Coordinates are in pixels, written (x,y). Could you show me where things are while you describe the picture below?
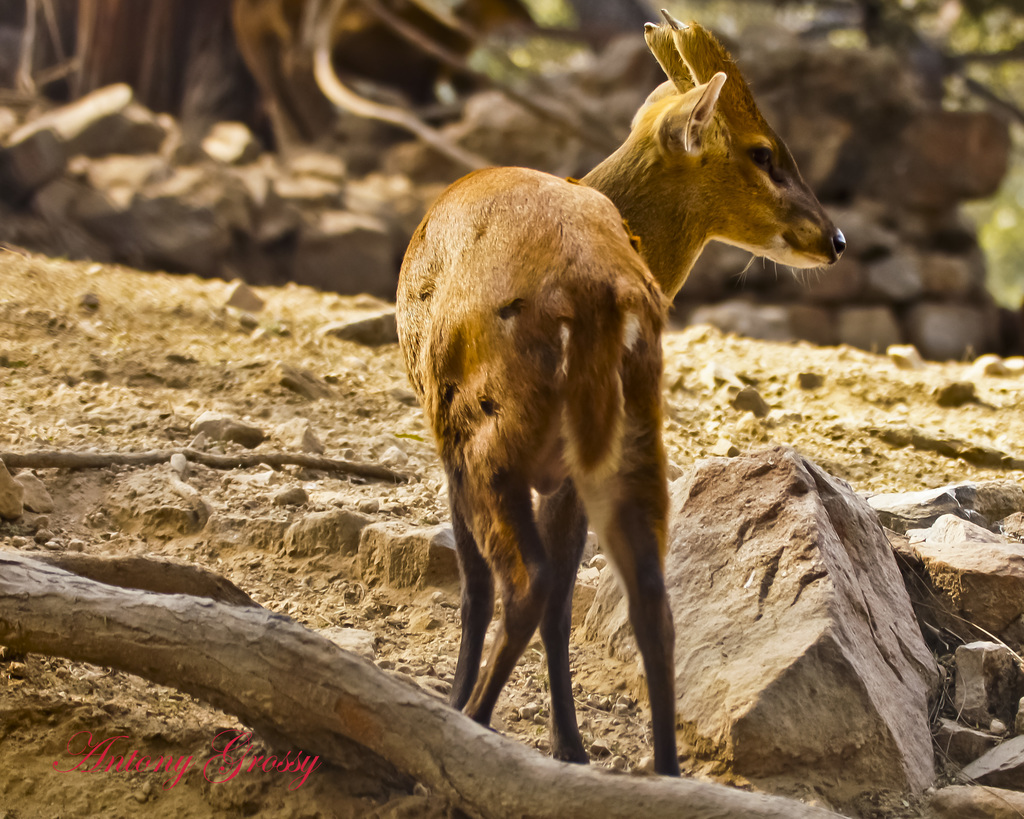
There are stones (930,512), an animal (492,394) and a trunk (87,624) in the foreground area of the image (432,407).
